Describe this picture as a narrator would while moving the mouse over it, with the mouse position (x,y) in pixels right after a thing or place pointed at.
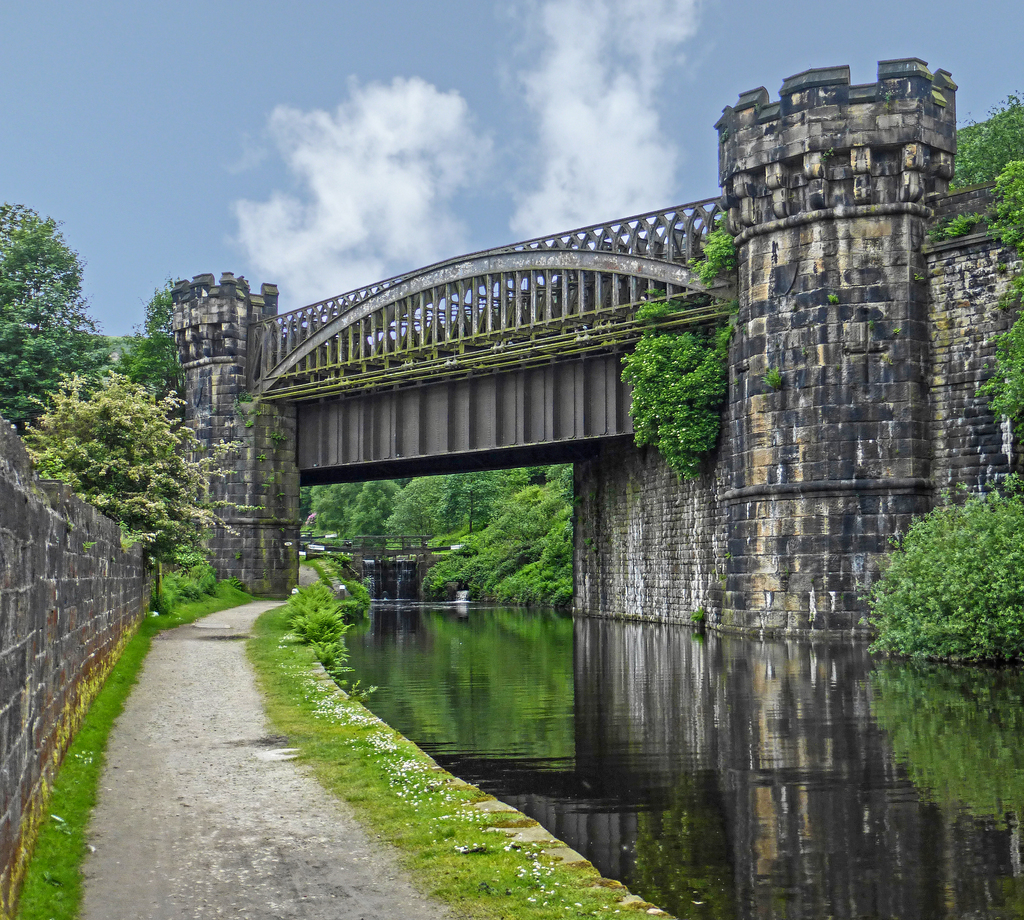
This picture is clicked outside. On the left (96,572) we can see the wall (74,627) and we can see the path (211,742) and the grass (499,901). On the right (874,758) there is a water body (645,718) and we can see the bridge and the pillars (873,375). In the background (316,62) there is a sky (278,242) and we can see the plants (174,512) and trees (125,429).
